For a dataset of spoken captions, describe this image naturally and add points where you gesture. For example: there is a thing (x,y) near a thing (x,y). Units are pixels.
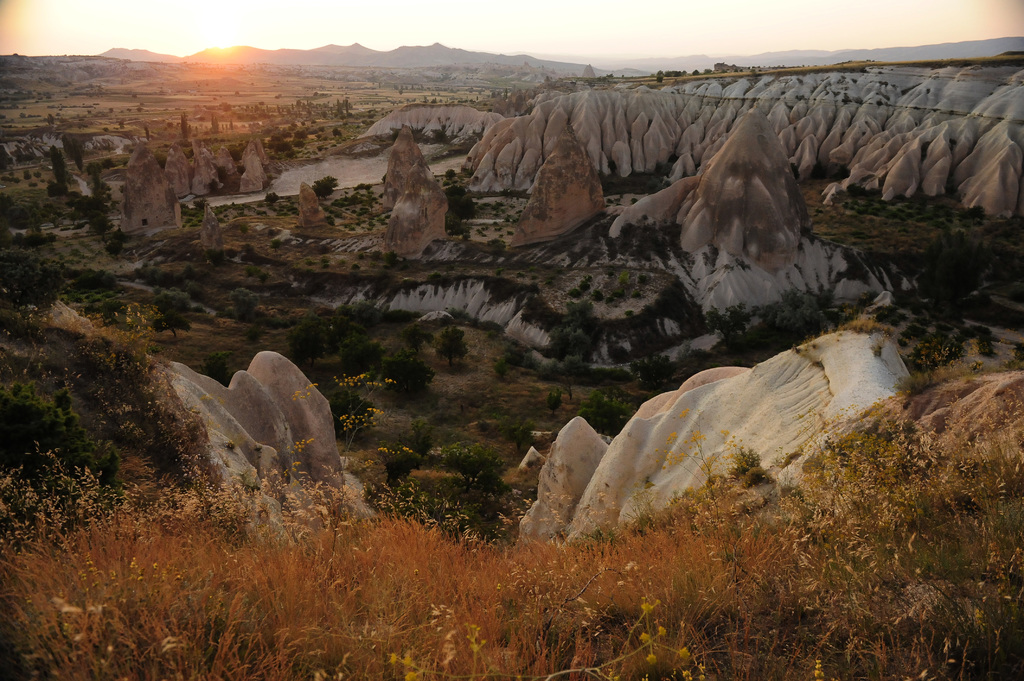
In this image there are so many mountains (267,436) with trees (427,498) and plants (510,571), also there is a sun (225,39) in sky (197,44).
